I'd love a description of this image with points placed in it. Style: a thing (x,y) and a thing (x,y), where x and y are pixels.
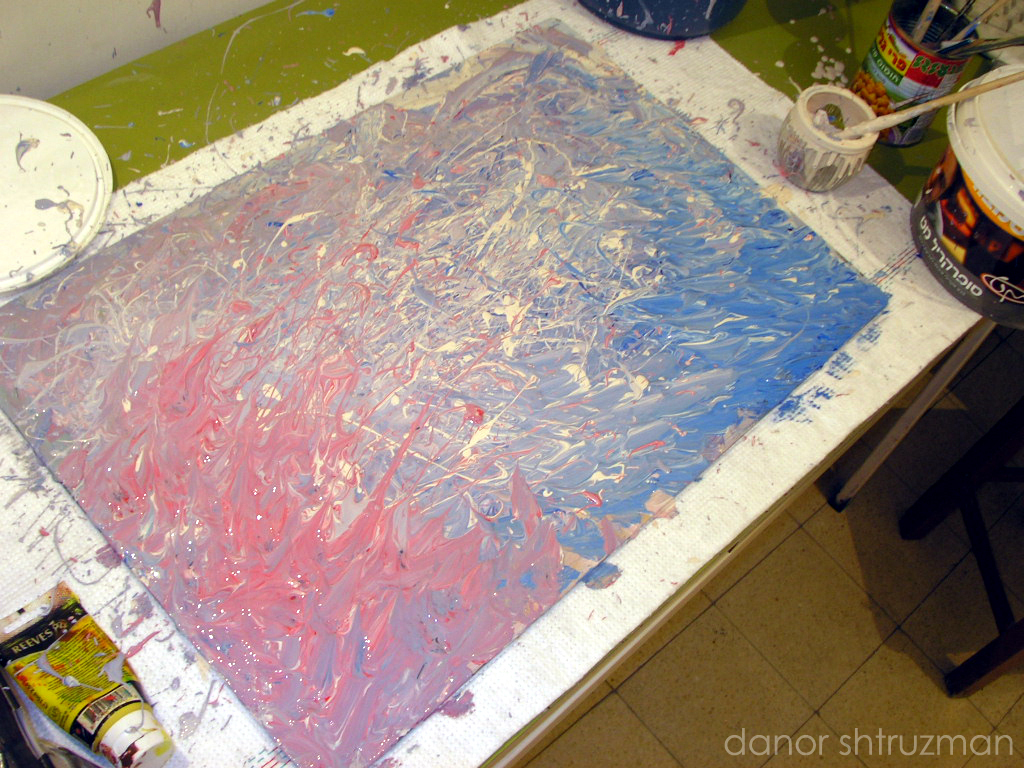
In this image, we can see a painting (409,363) on the board (444,417). Here we can see few objects (61,181) on the table (784,13). On the right side (1000,667) bottom, we can see floor (764,756), object (970,483) and watermark (871,745) in the image.
